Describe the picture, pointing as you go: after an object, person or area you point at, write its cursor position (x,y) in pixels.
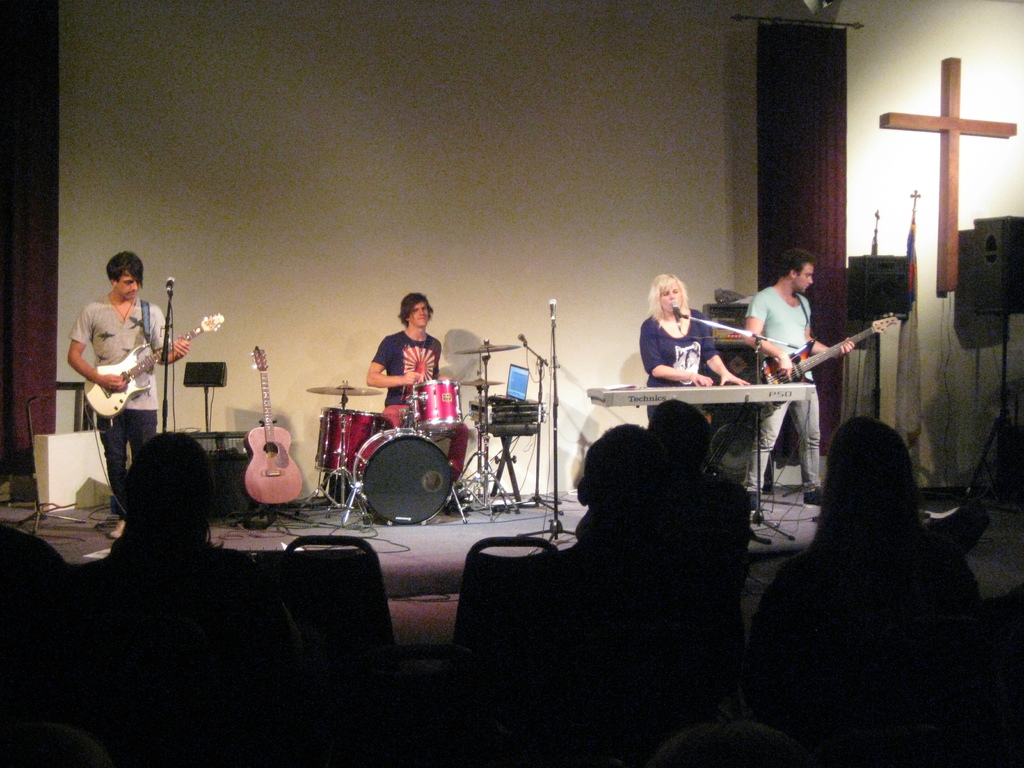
In this picture we can see three men (99,322) and one woman (659,328) on stage (335,521) where two are holding guitars (877,327) in their hands (120,391) and playing it and one is playing drums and here woman (663,307) playing piano (769,387) and singing on mic (677,311) and in front of them we have a group of people (141,557) sitting on chairs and in the background (434,143) we can see wall (373,167), cloth (796,176), flags (872,239), speakers (994,273), guitar (264,379).
